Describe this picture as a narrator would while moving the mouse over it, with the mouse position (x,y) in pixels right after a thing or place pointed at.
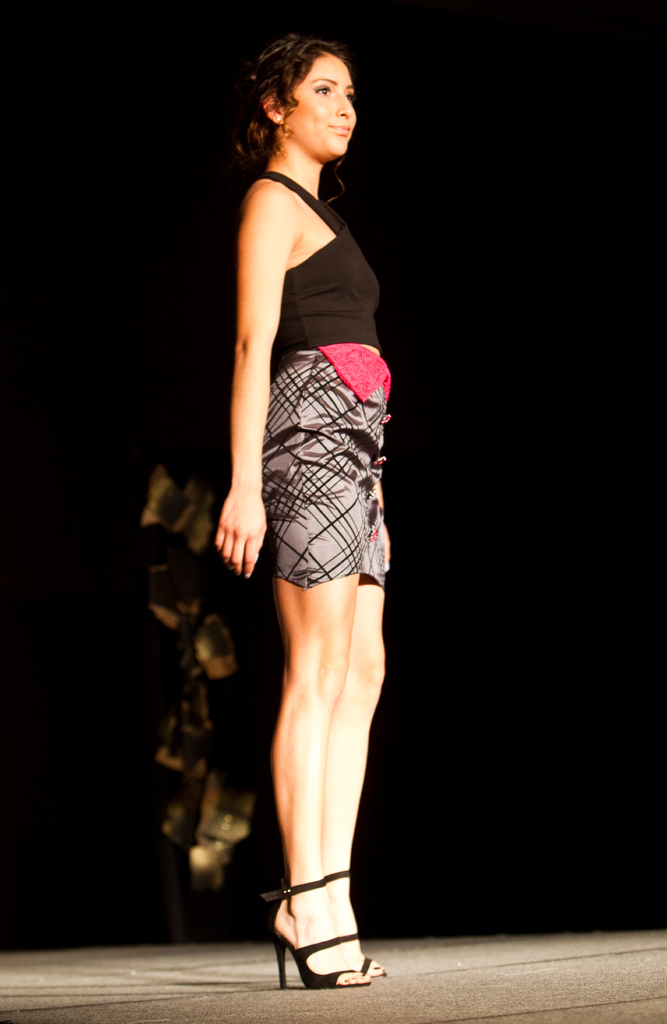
In this picture in the middle (350,416), we can see a woman (296,764) standing on the floor (447,995). In the background (227,180), we can also see black color.
